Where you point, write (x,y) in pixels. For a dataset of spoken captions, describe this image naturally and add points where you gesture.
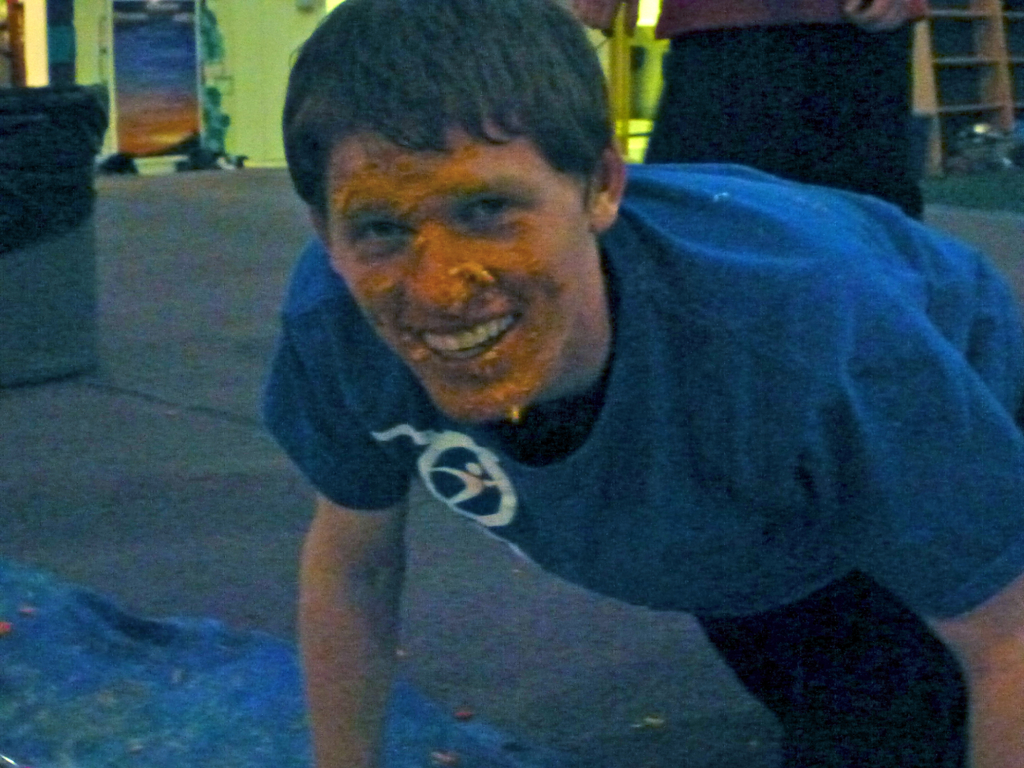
A person (833,503) is present wearing a blue t shirt (769,471). There is something on his face (508,276). There is another person (910,77) behind him.
